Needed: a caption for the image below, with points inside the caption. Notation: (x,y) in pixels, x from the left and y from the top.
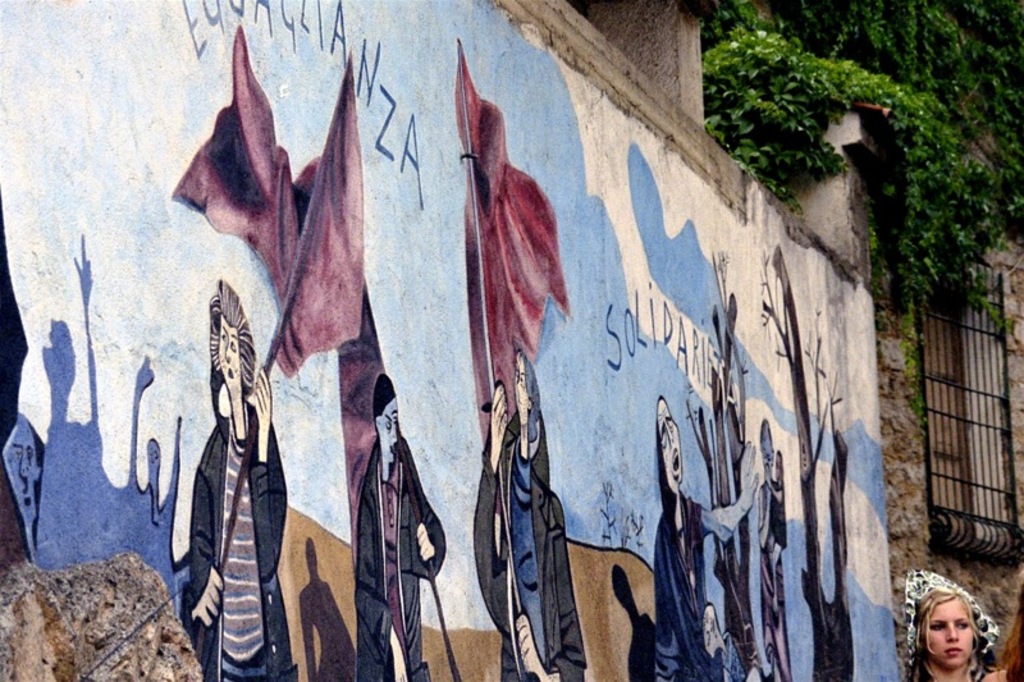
In the image we can see there is a woman (934,599) standing and there is a wall (851,479) which painted. There are people (541,447) standing and they are holding flags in their hand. There are plants (910,115) grown on the building (979,459).
